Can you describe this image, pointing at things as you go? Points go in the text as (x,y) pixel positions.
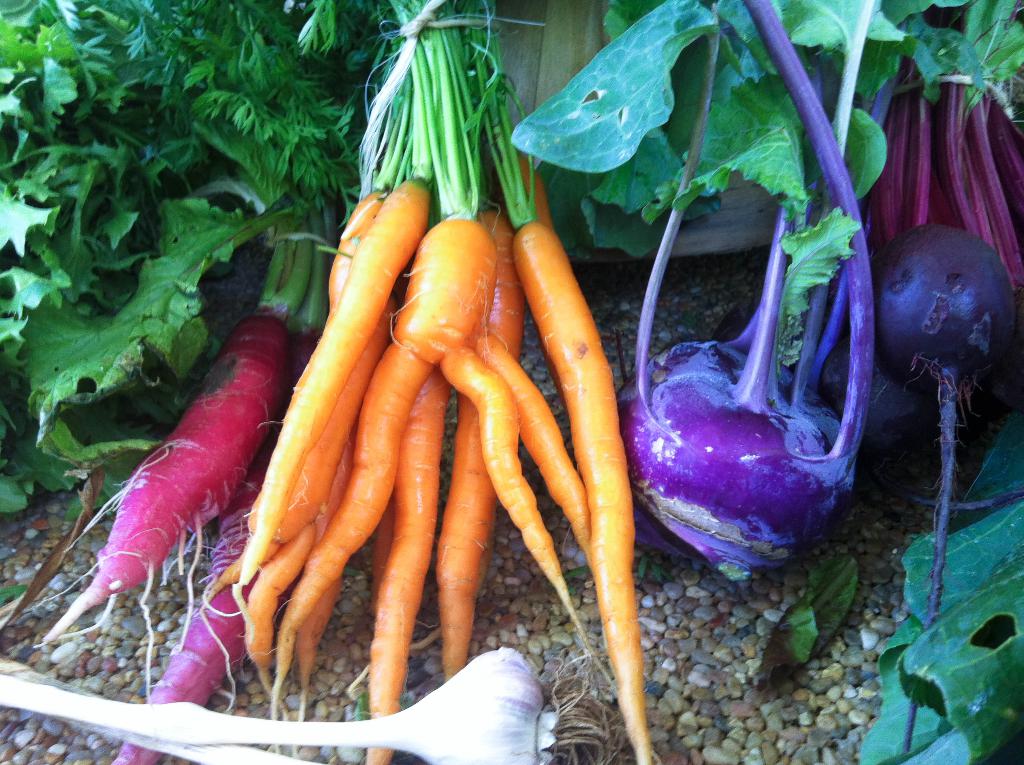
In the image we can see some vegetables (676,165).
